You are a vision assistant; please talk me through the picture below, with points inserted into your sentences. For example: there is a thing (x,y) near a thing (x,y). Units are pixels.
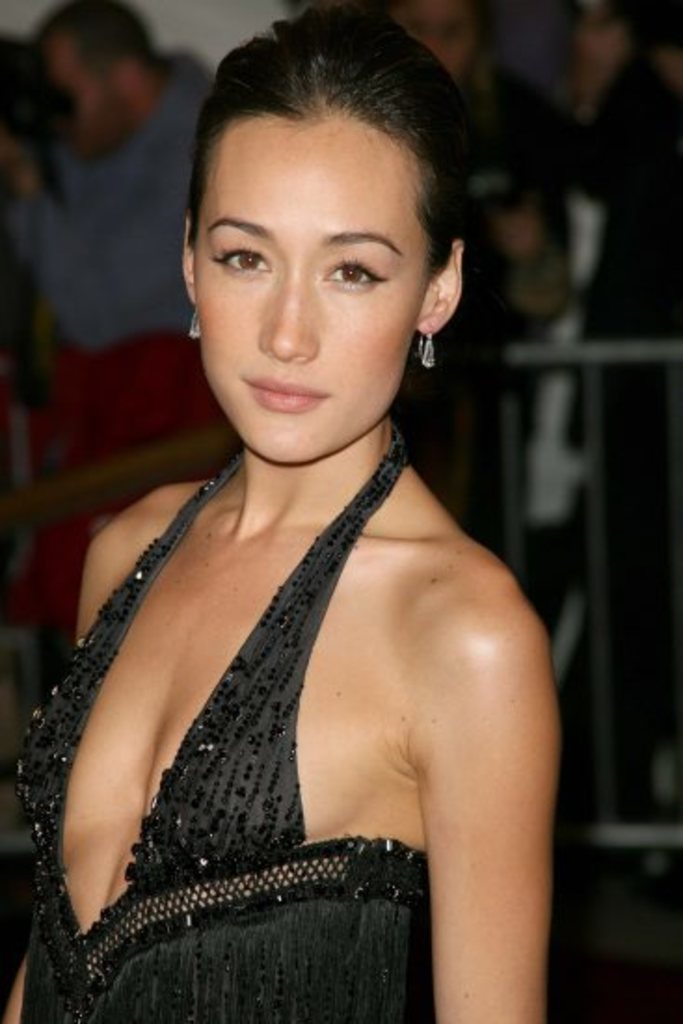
In this picture there is a woman (377,187) with black dress (290,978) is standing. At the back (108,210) there are group of people (48,310) and there is a railing (601,642).
